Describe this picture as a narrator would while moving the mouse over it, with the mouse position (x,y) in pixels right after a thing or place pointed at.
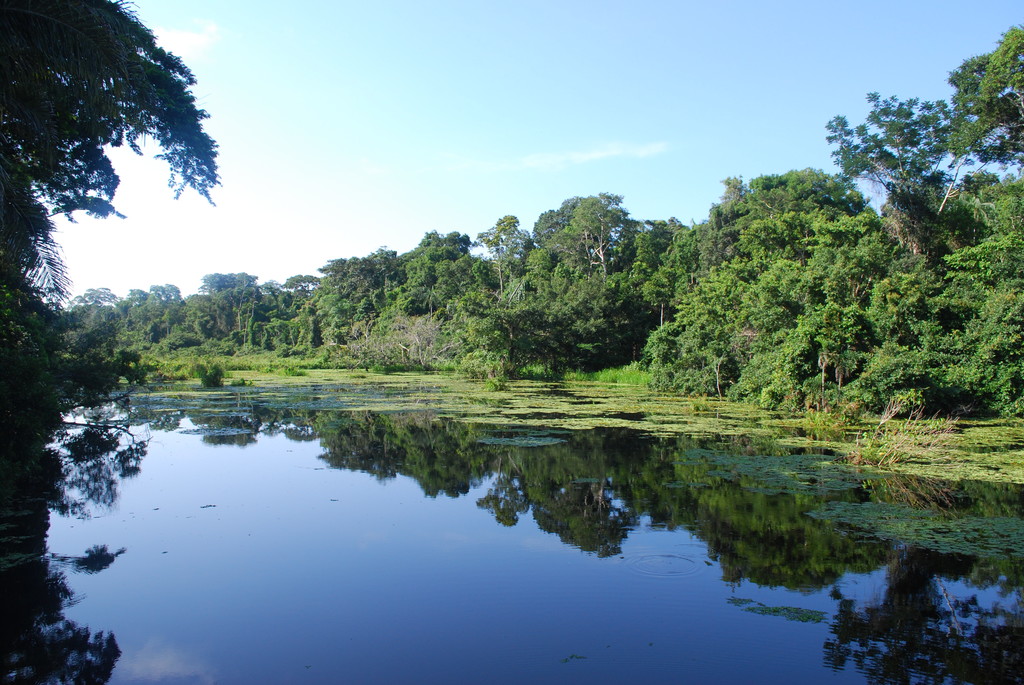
This is water (439,622). There are plants (1007,518) and trees (788,364). In the background (143,255) there is sky (445,133).
